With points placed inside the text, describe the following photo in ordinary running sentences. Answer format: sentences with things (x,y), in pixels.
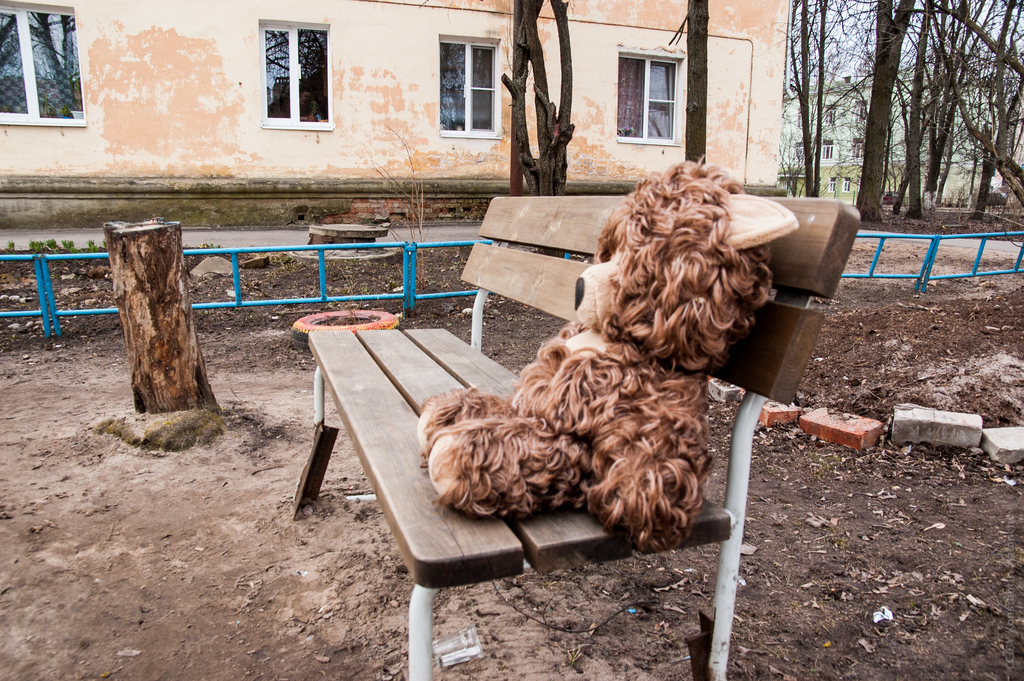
In this image I can see a bench (362,331) in the front (700,468) and on it I can see a brown colour soft toy (554,436). On the right side of the image (796,418) I can see few bricks (783,418) on the ground (820,368) and on the left side (122,245) I can see a tree trunk (176,238). In the background (347,248) I can see the blue colour iron poles (867,235), number of trees (940,82), few buildings (613,91), number of windows (11,62) and the sky (829,34).
